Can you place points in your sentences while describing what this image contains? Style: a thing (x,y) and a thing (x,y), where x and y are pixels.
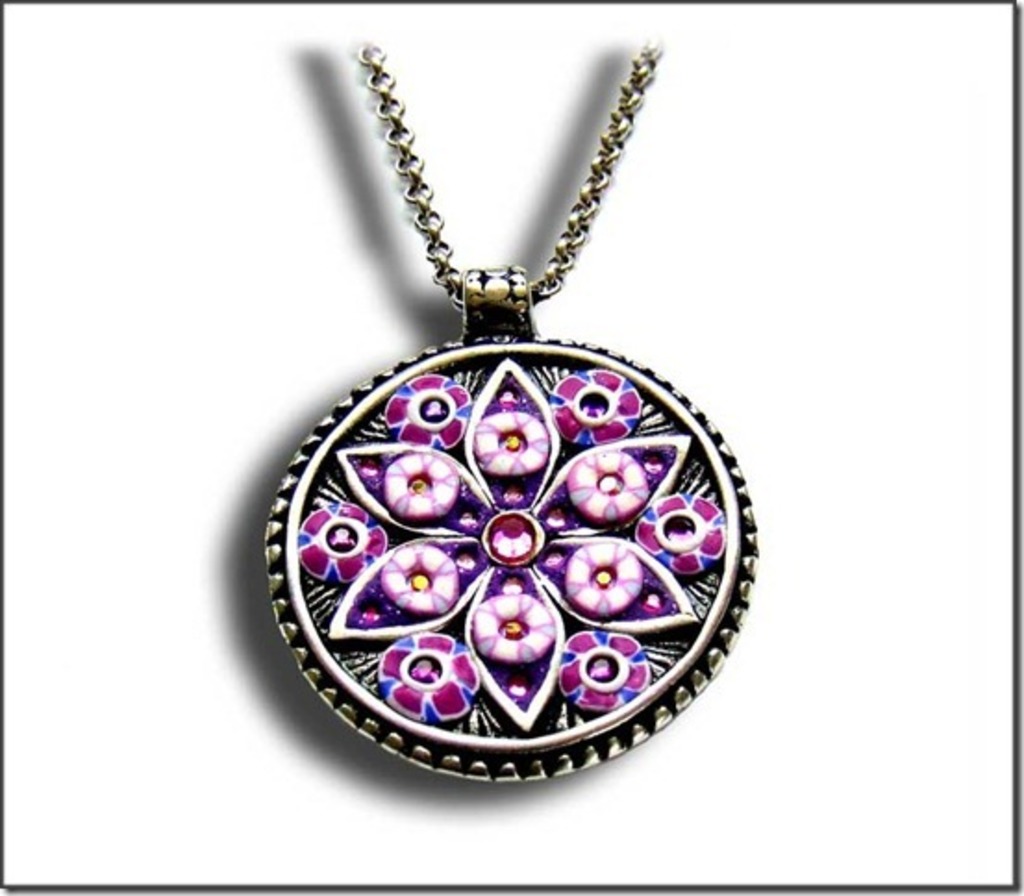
In this image I can see a locket (575,488) and the locket (465,541) is in blue and pink color and I can also see a chain (432,240), and I can see white color background (55,290).
